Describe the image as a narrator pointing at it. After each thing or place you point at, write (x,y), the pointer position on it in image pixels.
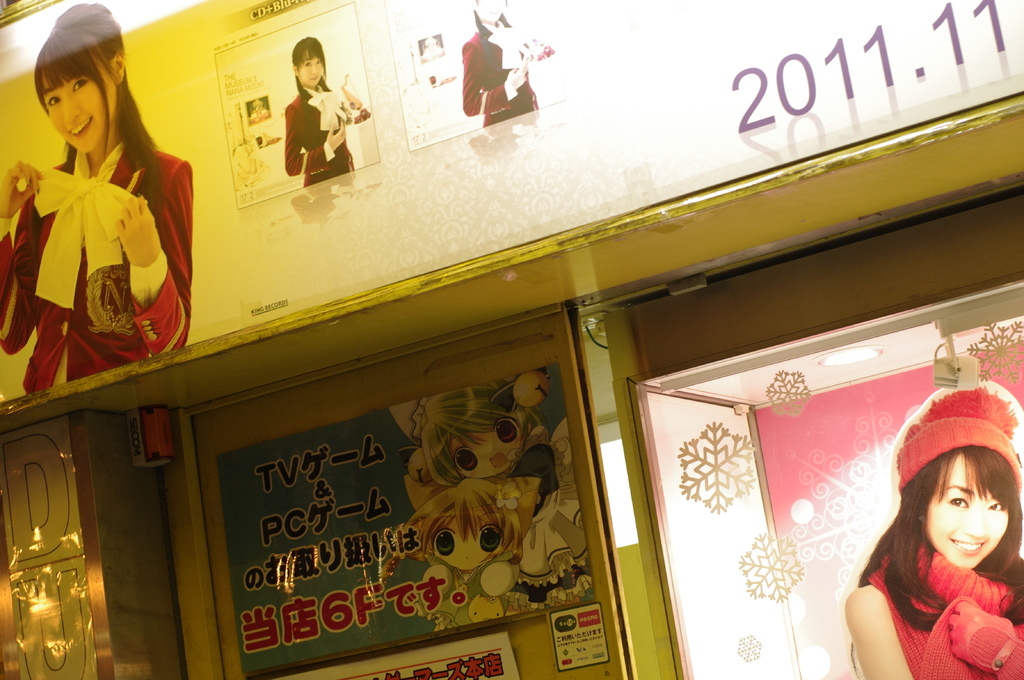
This image is taken outdoors. In this image there is a building (238,411) with walls (534,324) and a door (768,459). There are many posters (340,121) with a few images (231,132) of a woman (324,153) and there is a text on them. On the right side of the image (823,503) there is an image (873,529) of a woman (901,515) on the glass doors (816,475).
